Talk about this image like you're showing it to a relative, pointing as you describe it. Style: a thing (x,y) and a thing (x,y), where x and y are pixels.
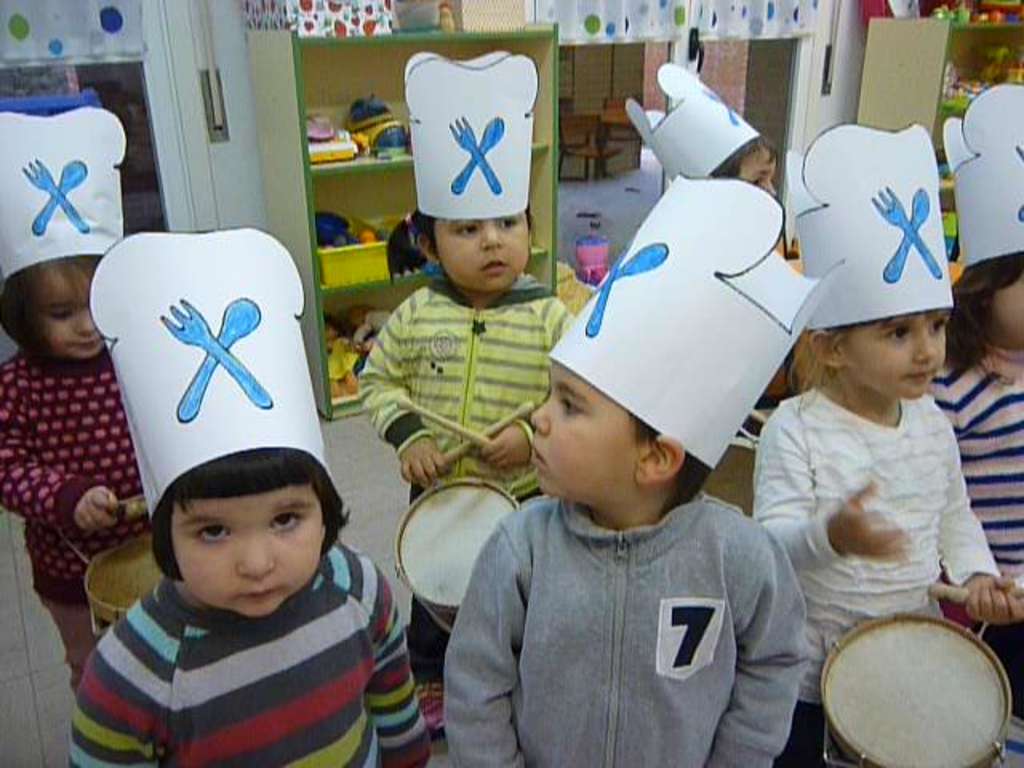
As we can see in the image, there are few people (975,615) standing and wearing a hat (238,363) over their head (239,459). Behind them there are few shelves (340,115) and there is a white color wall (241,81).
